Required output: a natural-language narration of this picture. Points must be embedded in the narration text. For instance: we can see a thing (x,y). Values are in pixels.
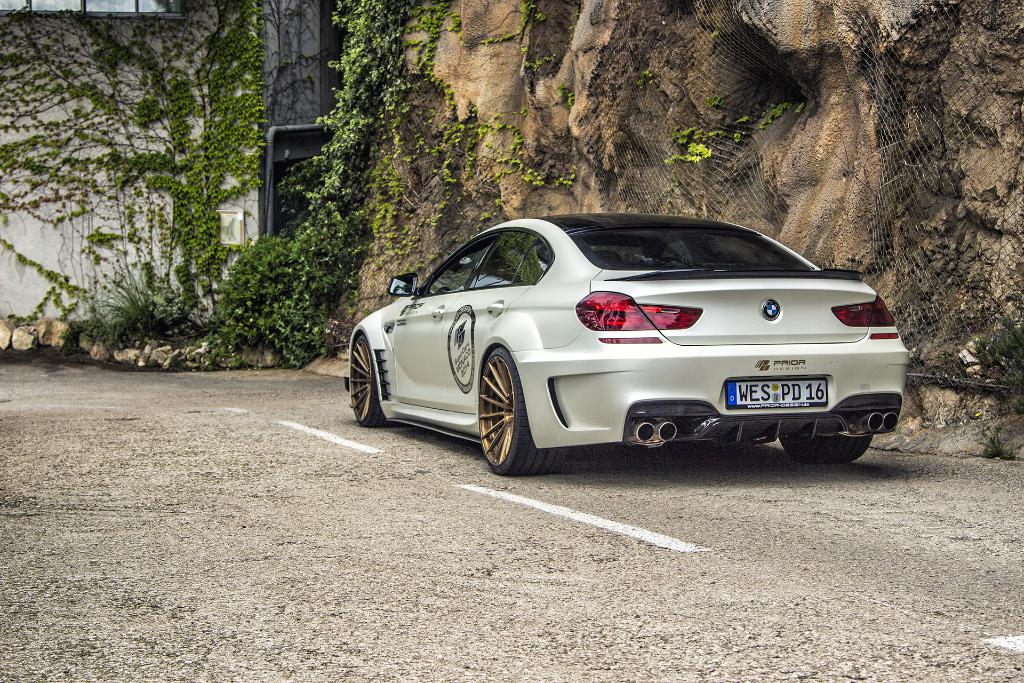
In this picture I can see a car (466,326) parked and I can see plants (237,156) and a wall (75,141) all in the back (99,65).
